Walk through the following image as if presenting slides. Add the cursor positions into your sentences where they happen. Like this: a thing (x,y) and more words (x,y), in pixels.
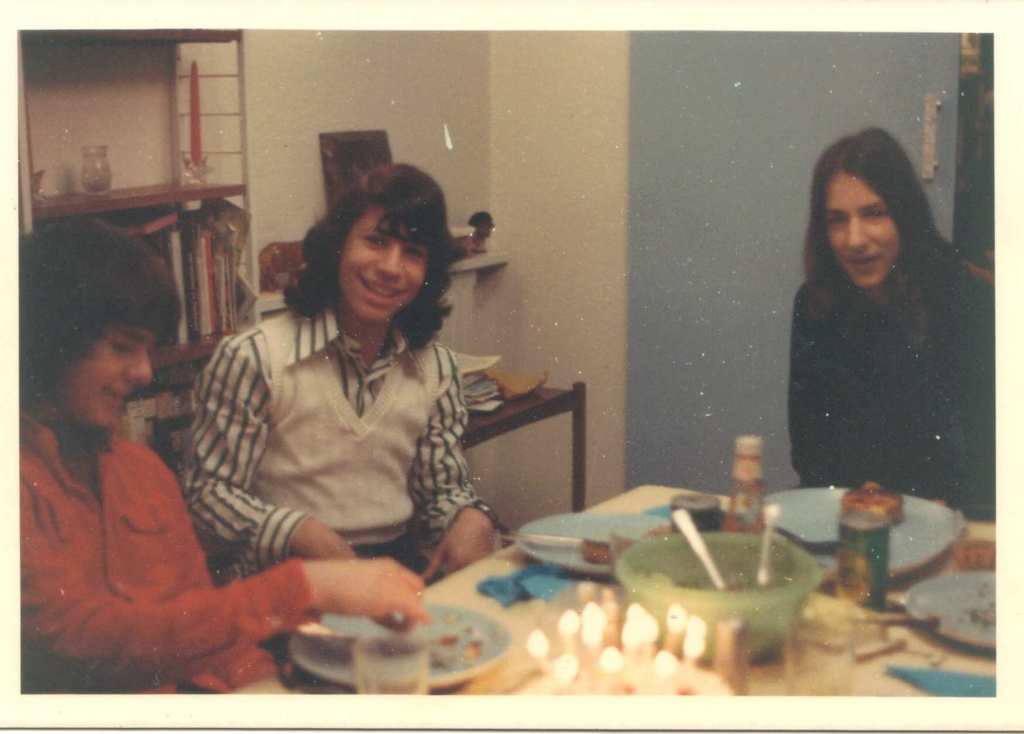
In this image there are so many girls (933,403) sitting around the table (527,641) on which there is food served in bowls (763,662), behind them there is a shelf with so many books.
